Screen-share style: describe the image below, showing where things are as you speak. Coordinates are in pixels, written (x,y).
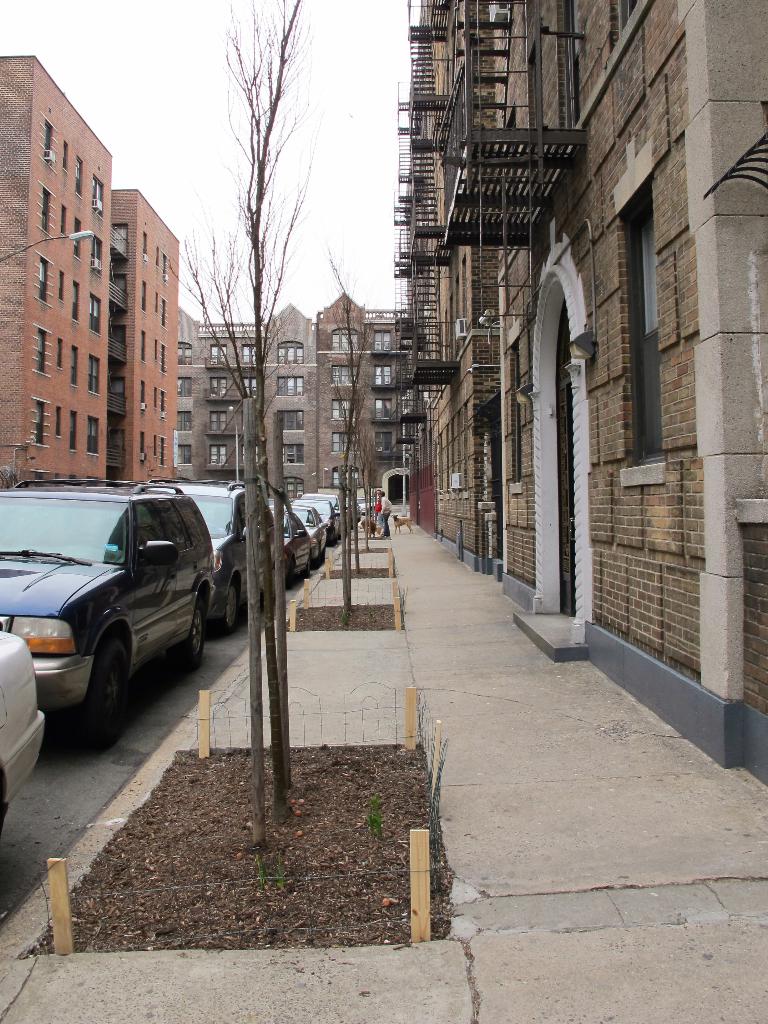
There are few cars (121,593), buildings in the right corner (550,528) and there are few other buildings (157,423) in the left corner (240,472).
